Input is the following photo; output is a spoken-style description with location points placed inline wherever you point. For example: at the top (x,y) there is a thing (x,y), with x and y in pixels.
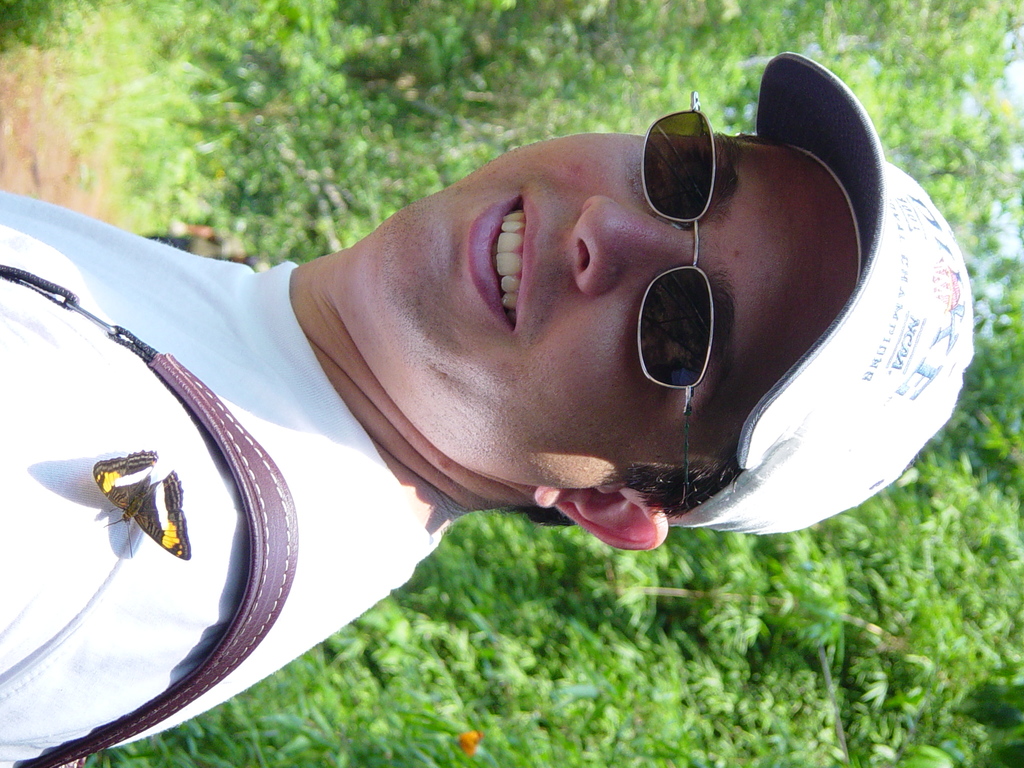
In the center of the image (354,325) we can see person (599,242) wearing spectacles (679,288) and cap (870,260). In the background (753,646) we can see trees (870,10), plants (382,627) and sky (1014,93).
